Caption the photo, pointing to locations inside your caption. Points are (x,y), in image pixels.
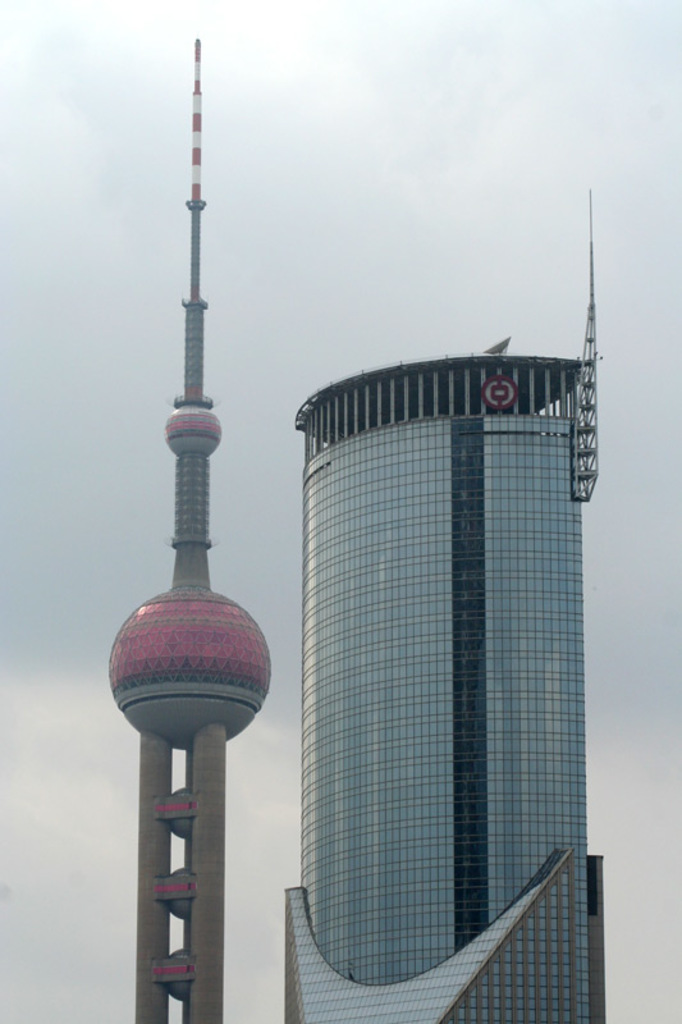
In this image we can see the glass building (476,695) and also the tower (191,604). In the background (299,256) there is a cloudy sky (352,208).
